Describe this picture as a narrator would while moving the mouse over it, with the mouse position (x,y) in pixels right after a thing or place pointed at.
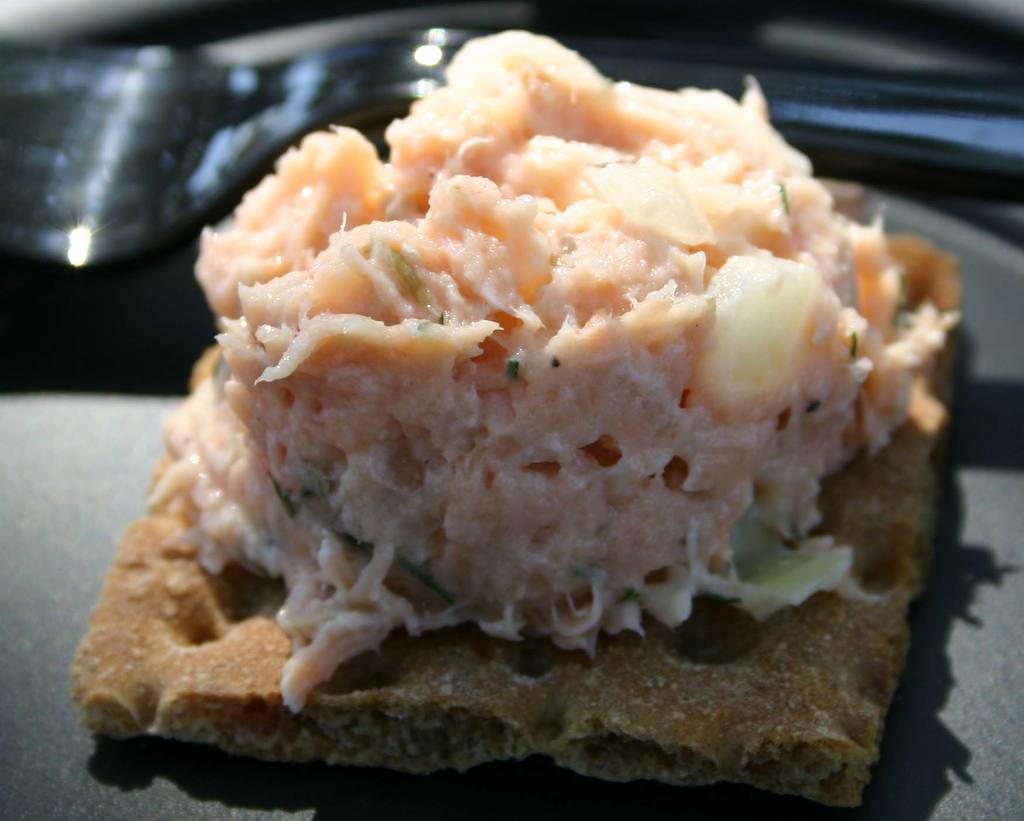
In this image we can see some food (469,366) and a fork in a plate (968,777).
